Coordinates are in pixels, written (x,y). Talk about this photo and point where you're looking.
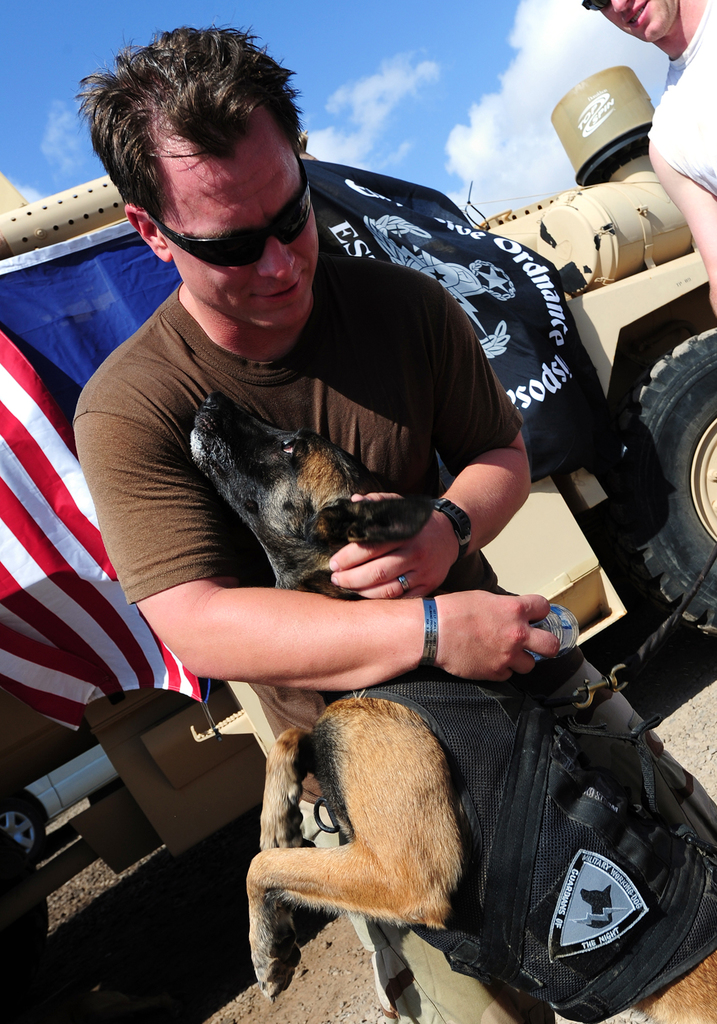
In this image we can see a man (363,627) and a dog (560,791). The man (507,623) is holding a bottle (558,635) in his hand (527,625). In the background (533,244), we can see a vehicle (196,769), flag (95,536) and land (198,927). At the top of the image (373,107), we can see the sky (447,107) with clouds (482,103). We can see one more man (655,10) in the right top of the image (677,98).
